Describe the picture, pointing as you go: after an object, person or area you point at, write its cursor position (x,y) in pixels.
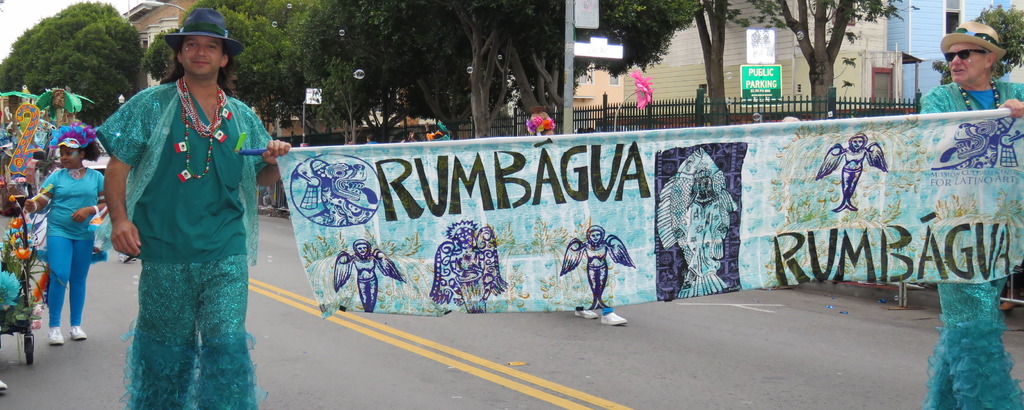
In this picture we can see two men (202,302) wearing blue costumes (230,259), holding the banner (611,243) in the hand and walking on the street (362,350). Behind we can see black grills (626,118) and trees (366,61).
